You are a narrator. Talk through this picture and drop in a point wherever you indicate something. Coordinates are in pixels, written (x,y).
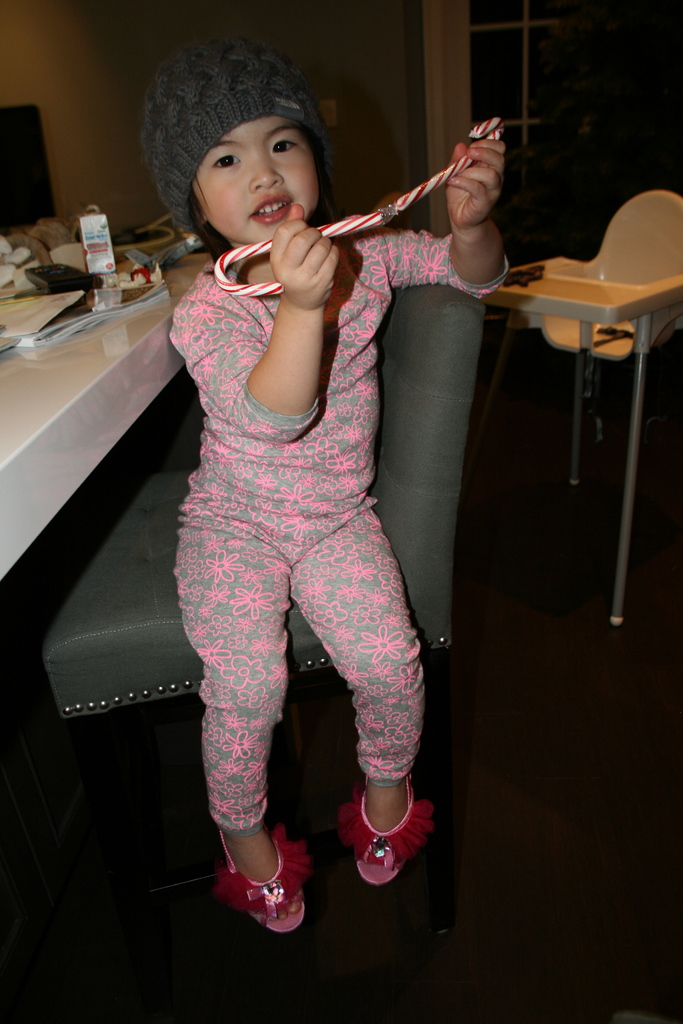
In this picture a small kid (261,410) is sitting on the chair (291,660) with white and red candy canes (274,289) in her hands (290,230). In the background (649,287) we observe few tables (81,390), chairs (637,291) and a glass window (490,77).
